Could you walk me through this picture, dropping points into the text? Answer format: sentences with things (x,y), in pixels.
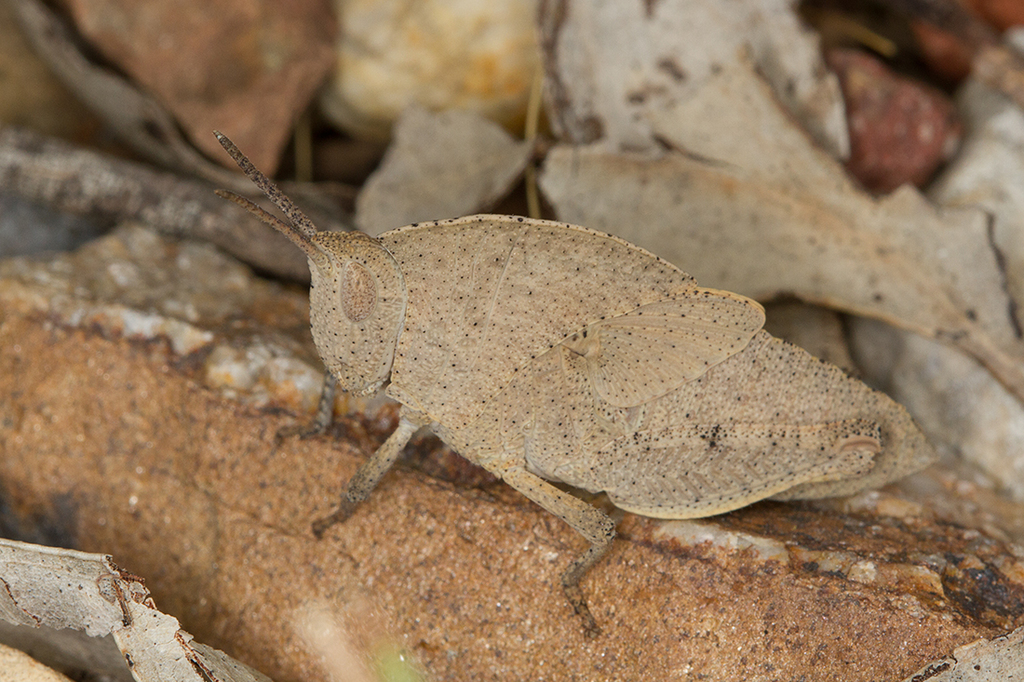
In this picture we can see dried leaves (917,300) and a grasshopper (295,220) on a brown surface (255,293).
